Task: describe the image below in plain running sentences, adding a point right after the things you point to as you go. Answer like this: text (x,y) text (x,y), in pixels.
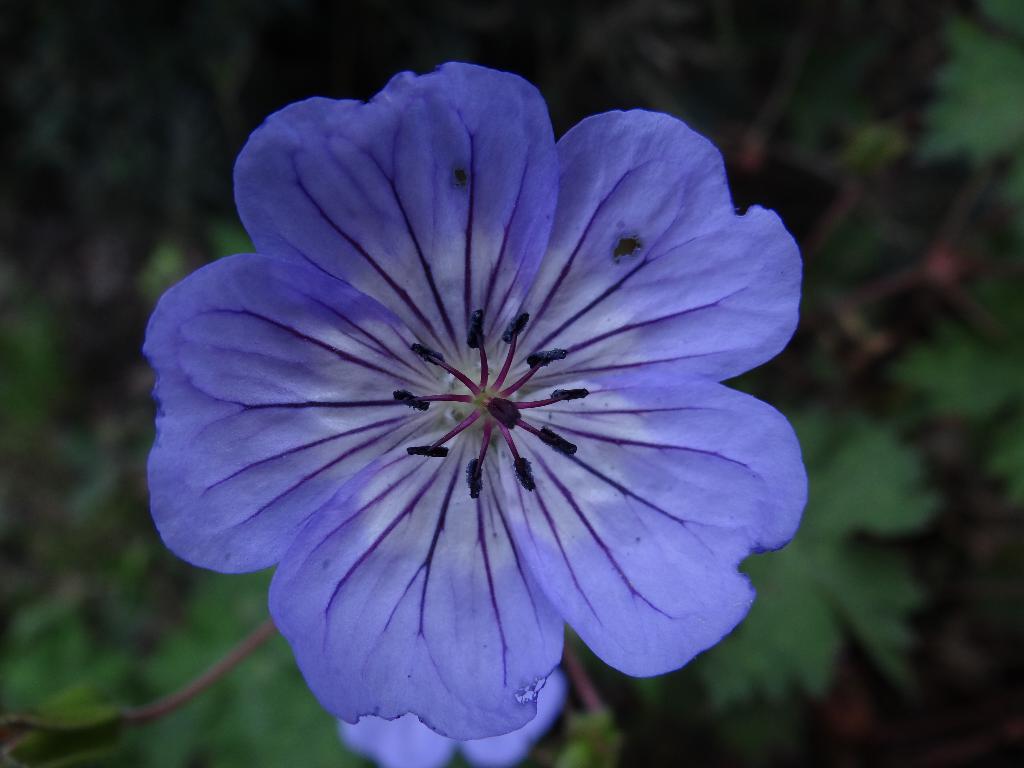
In this picture we can see a flower (505,460) in the front (442,396), in the background (989,287) there are some leaves (3,629).
